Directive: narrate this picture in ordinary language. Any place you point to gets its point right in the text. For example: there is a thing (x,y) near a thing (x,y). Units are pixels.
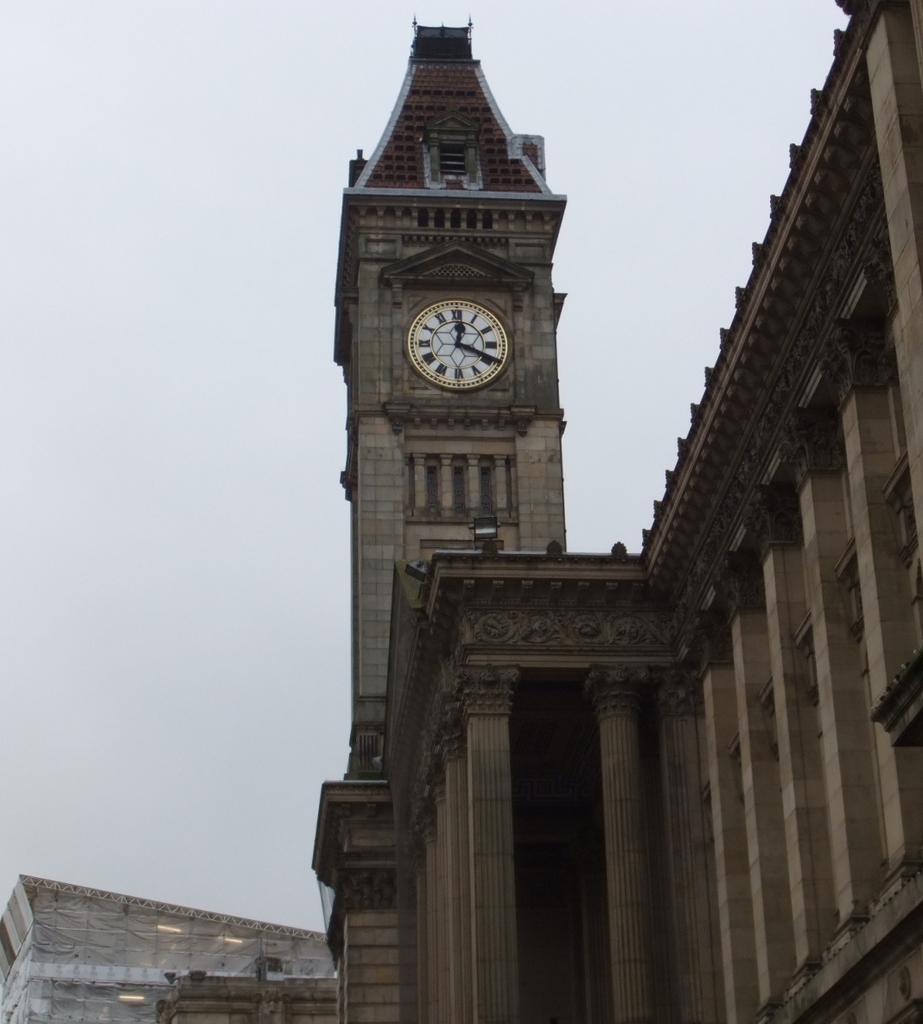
In this image we can see the buildings (515,858), on the building (520,703) we can see a clock (444,308), there are some pillars (616,800) and also we can see the sky (55,563).
